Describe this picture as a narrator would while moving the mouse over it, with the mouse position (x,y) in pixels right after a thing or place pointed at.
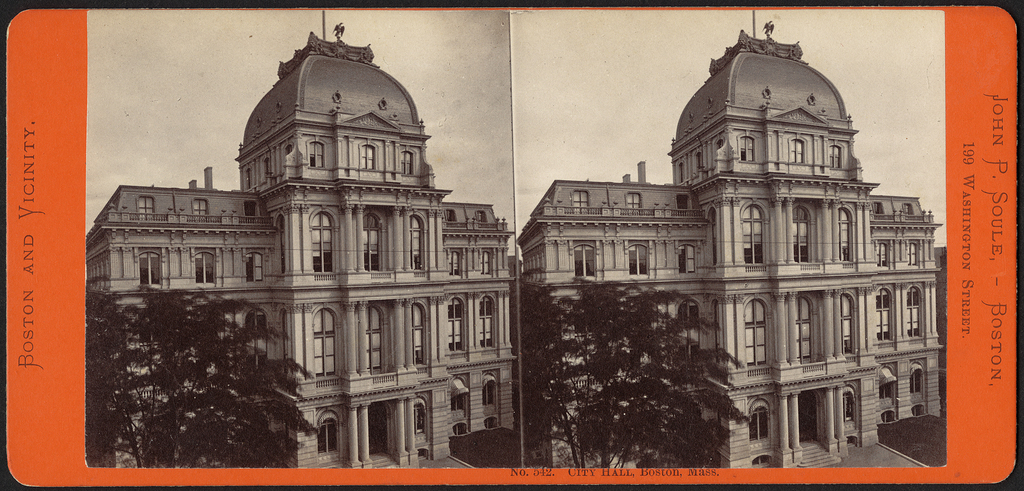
Here in this picture we can see a poster (725,228), in which we can see a couple of old buildings (356,191) with trees (610,398) present and we can see the sky (555,59) is cloudy.
